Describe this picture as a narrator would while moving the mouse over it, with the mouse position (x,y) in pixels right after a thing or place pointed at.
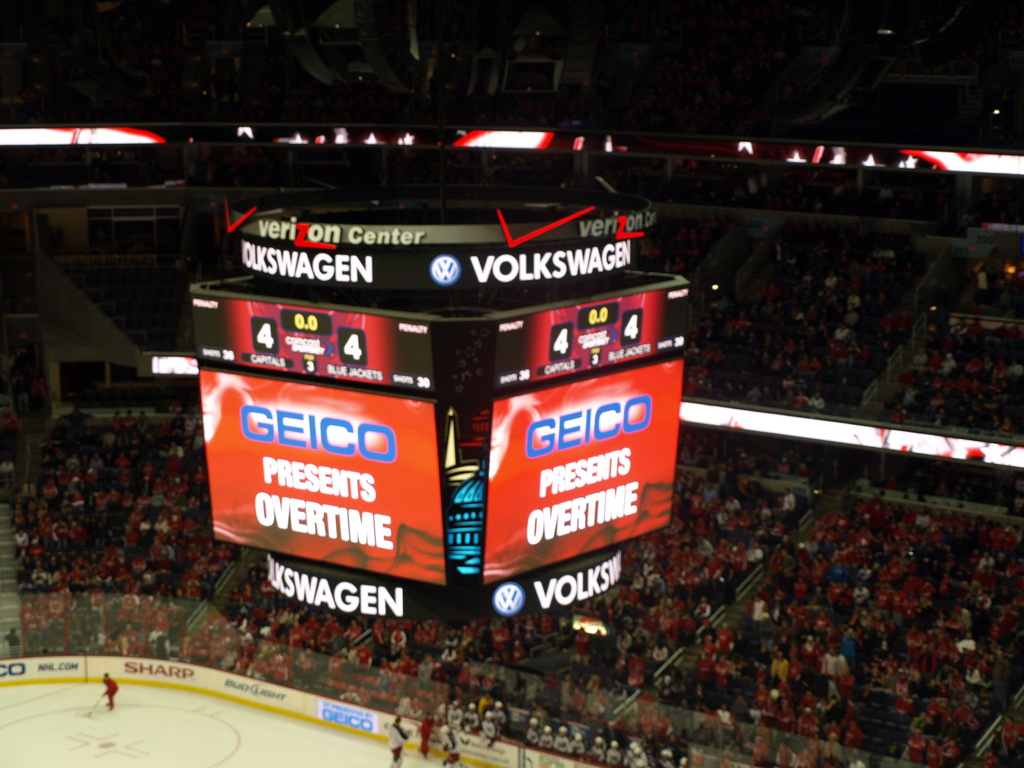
In this image there is a scoreboard (509,346), there are many people (764,551) in the stands (645,715) and few people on the ground (169,739) playing a game.
